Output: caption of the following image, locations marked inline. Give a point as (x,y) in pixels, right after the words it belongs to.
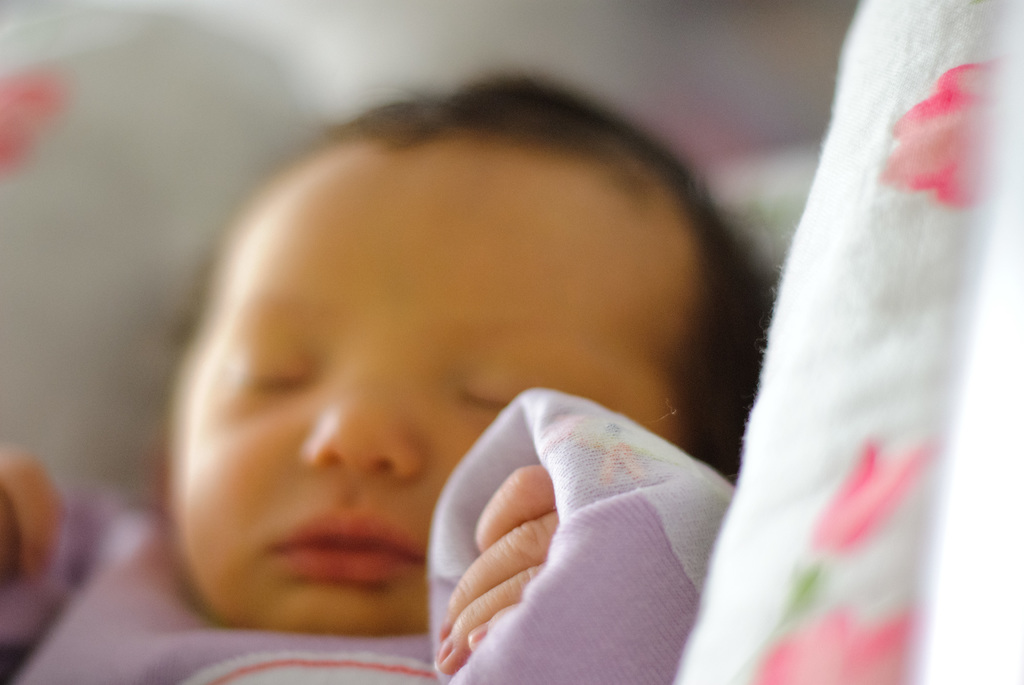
In this image we can see a baby (391,479) sleeping on the bed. There is a blur background (725,47) at the top of the image (647,66).
